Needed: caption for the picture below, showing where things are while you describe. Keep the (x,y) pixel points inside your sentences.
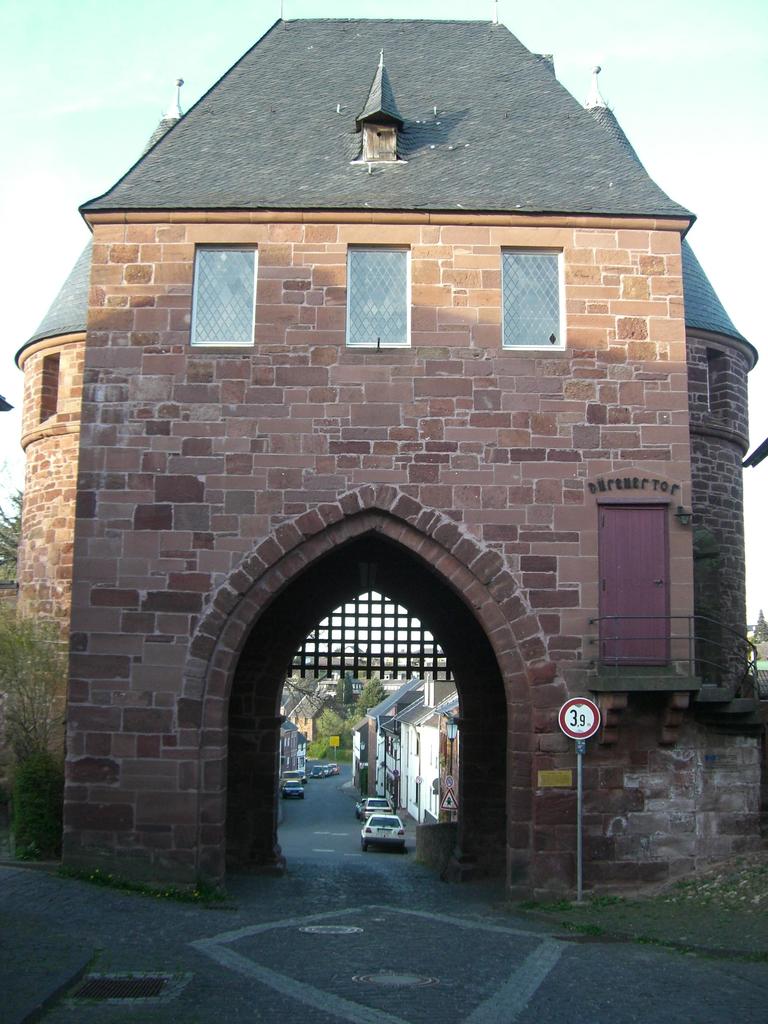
There is an arch (655,601) having glass windows (527,302) and roof (551,81). Under this arch (458,468), there is a road (319,801) on which, there are vehicles (373,837). On the right side (586,718), there is a signboard (574,709) attached to the pole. In the background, there are buildings (426,690) and there are trees (310,679) on the ground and there are clouds (38,119) in the blue sky (148,56).
